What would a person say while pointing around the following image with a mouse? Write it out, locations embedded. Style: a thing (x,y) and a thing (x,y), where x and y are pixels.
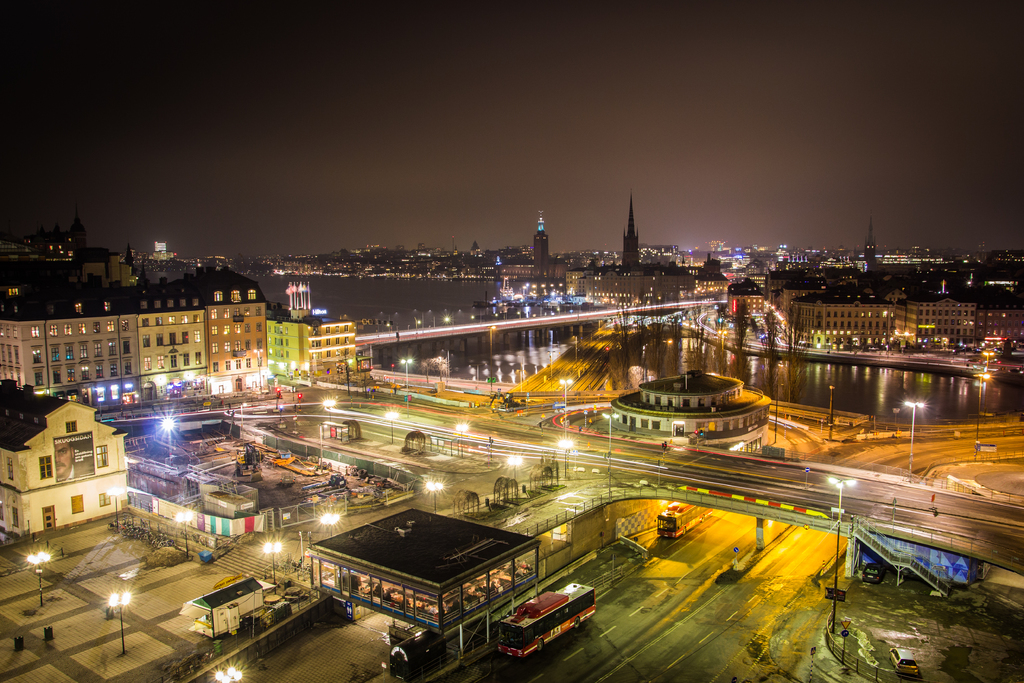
In the image in the center (374,304) we can see few vehicles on the road (317,415), flyover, lights (256,350), buildings (223,364), wall (21,482), windows (258,325), poles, staircase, banners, sign boards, construction area (284,510), lake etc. In the background (352,318) we can see sky (798,116), buildings (73,240), water (392,309) etc.
